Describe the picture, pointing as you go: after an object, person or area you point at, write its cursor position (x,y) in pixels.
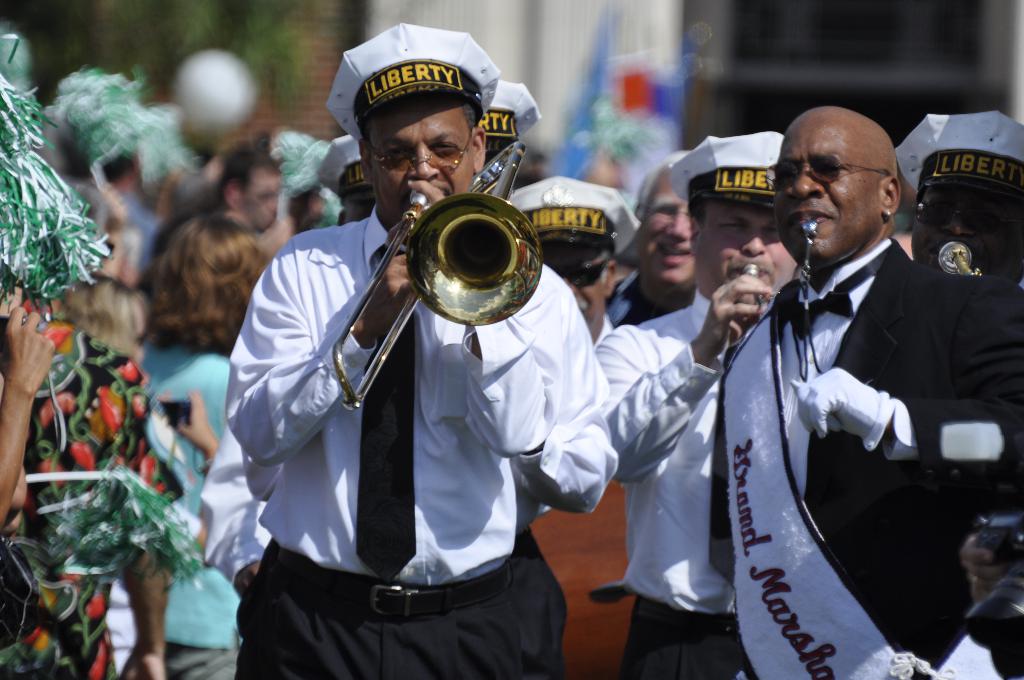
In this picture I can see few people (620,384) among them few people (543,347) are playing musical instruments (476,290).
